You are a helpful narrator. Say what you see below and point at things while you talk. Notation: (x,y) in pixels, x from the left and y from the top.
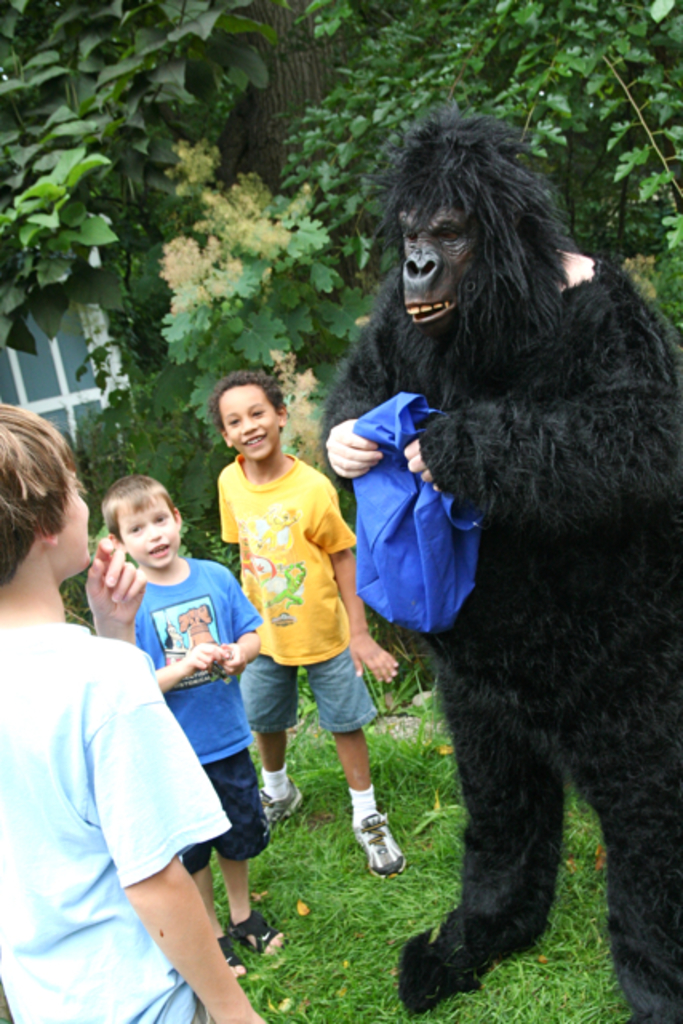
In this picture there is a person (543,444) who is wearing gorilla costume (518,855) on the right side of the image (573,256) and there are children (189,634) on the left side of the image (151,616), on the grassland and there are windows (1,387) and trees (347,166) in the background area of the image (347,166).
